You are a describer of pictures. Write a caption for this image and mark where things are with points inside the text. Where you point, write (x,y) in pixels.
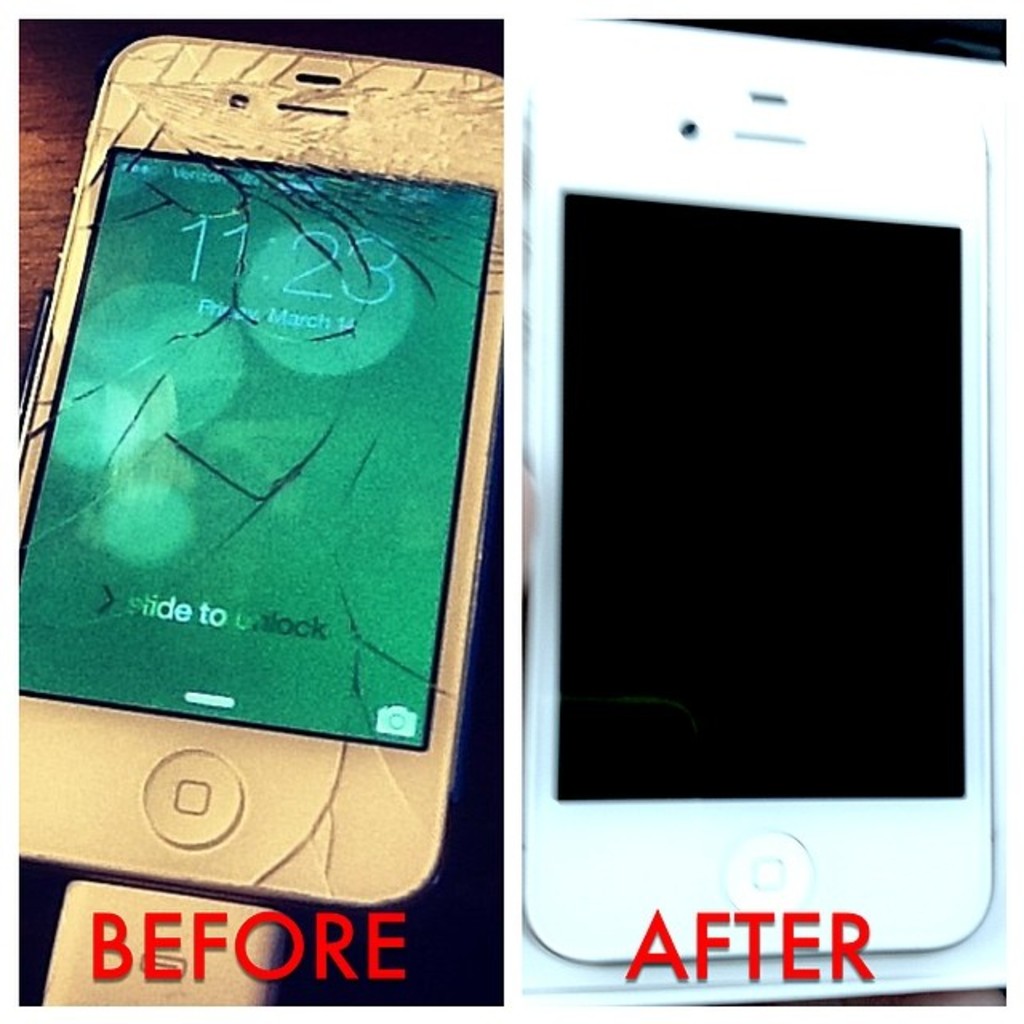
In this image we can see a cracked mobile phone (342,202) and also the new mobile phone (685,545). We can also see the text (811,970).
